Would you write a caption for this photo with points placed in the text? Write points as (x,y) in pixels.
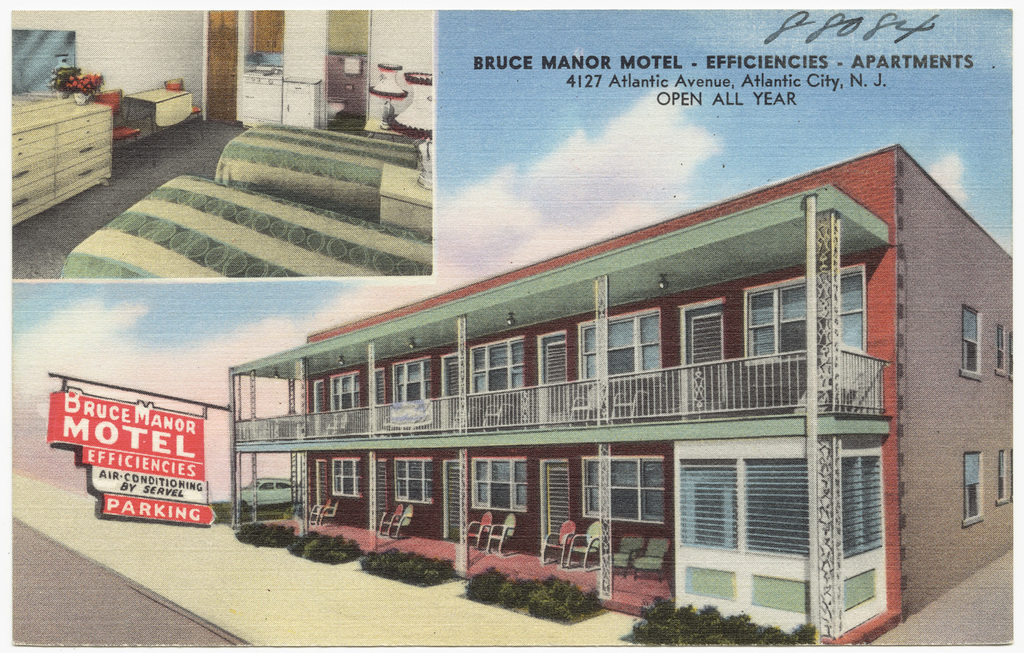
It is an edited image, there are total two pictures and in the first image there is a big apartment (657,403) and in front of the apartment (609,403) there is a parking board (178,454) and in the second picture there is an inside picture of the apartment (221,125) there are two beds (144,221), cupboards (73,154), refrigerator (297,106), stove (274,70), tables (172,101) and chairs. It is an advertisement picture.
